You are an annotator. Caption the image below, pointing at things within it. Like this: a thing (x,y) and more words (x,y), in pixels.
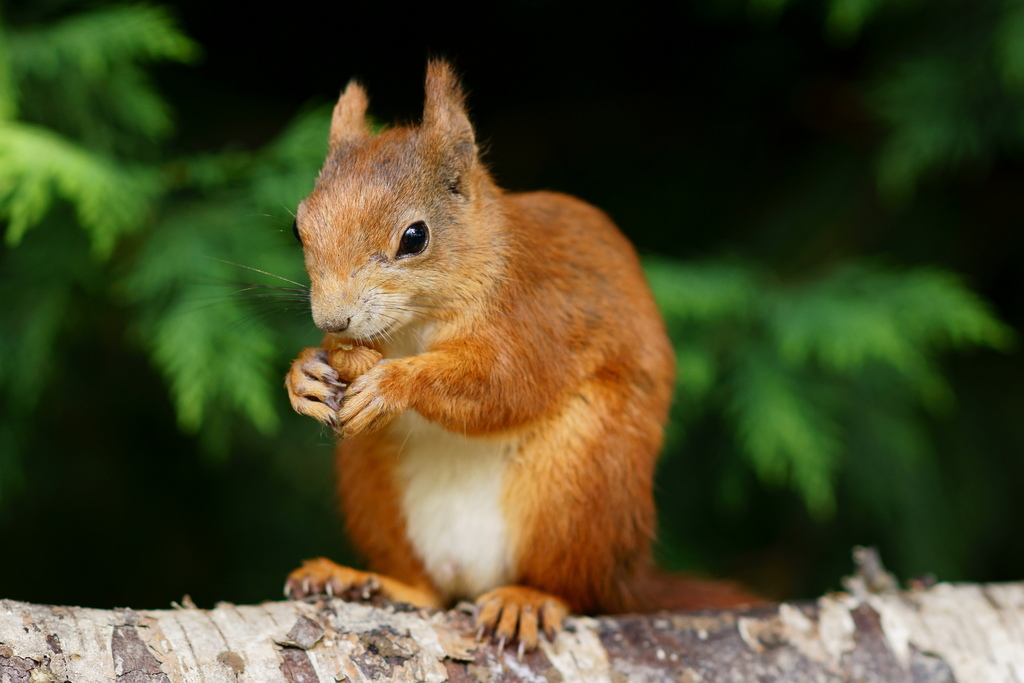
Background (109,51) portion of the picture is blurry and we can see green leaves (147,58). In this picture we can see a squirrel (646,333) on a branch (435,620).
